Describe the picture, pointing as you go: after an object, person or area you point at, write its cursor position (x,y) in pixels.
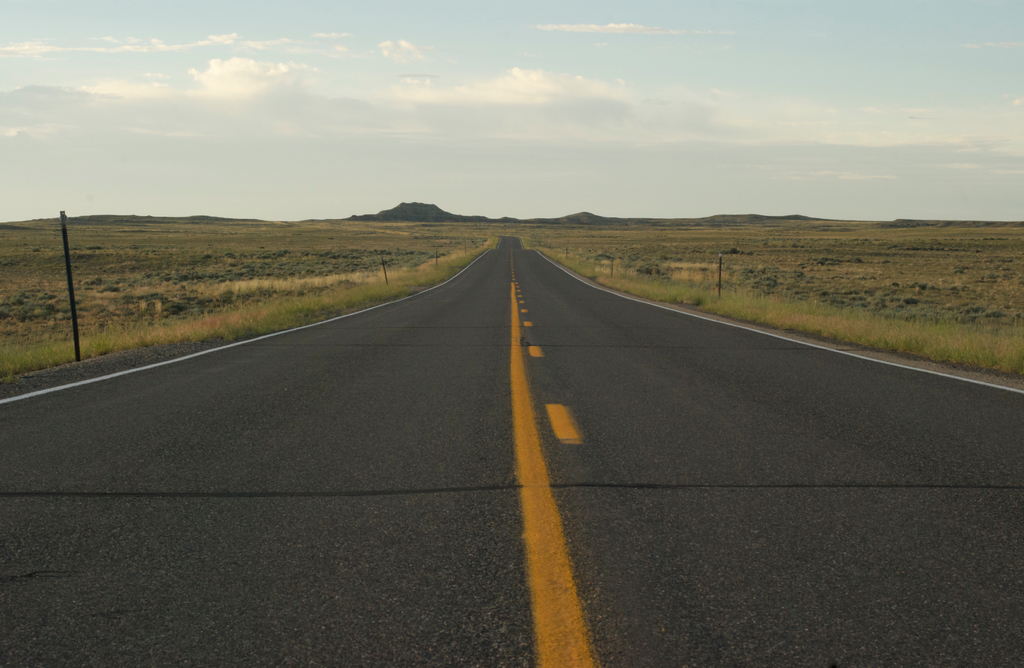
In this image we can see the road (553,442). We can also see some grass (153,343) and poles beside it. On the backside (608,148) we can see the hills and the sky (539,136) which looks cloudy.
